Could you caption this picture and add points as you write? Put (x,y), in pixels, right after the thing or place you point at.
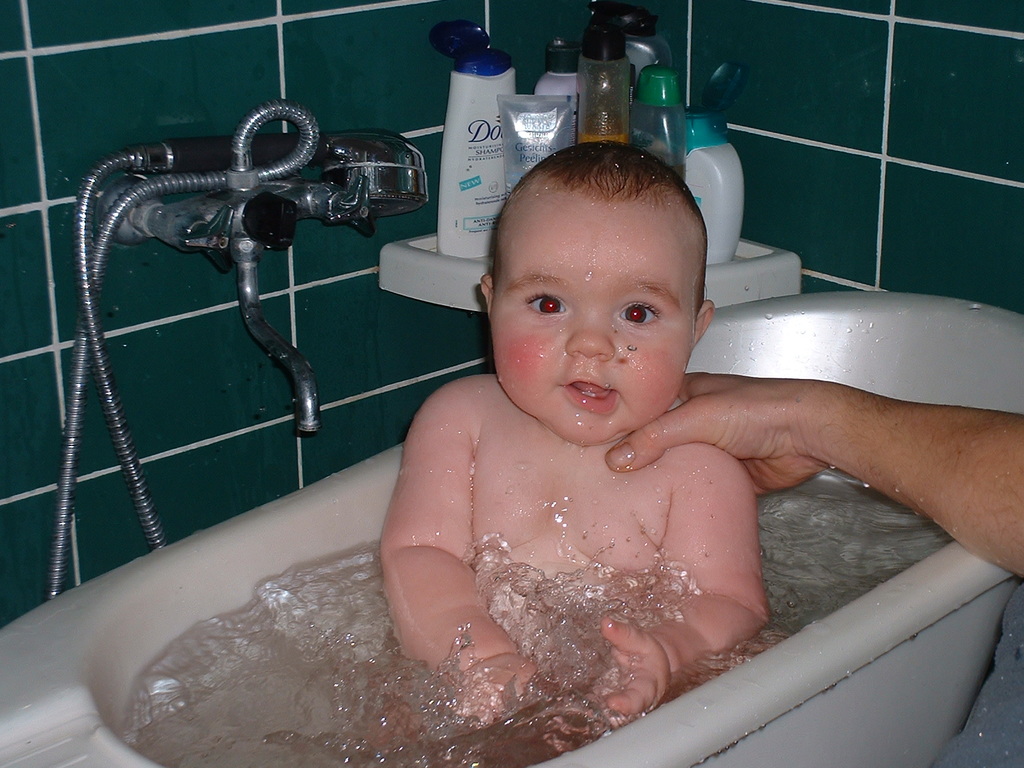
In this picture I can see the child (487,434) in the bathtub (669,578). I can see the hand (867,444) of a person (898,447). I can see shampoo bottles (566,110). I can see tiles (185,109) on the wall (5,600). I can see the hand shower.
